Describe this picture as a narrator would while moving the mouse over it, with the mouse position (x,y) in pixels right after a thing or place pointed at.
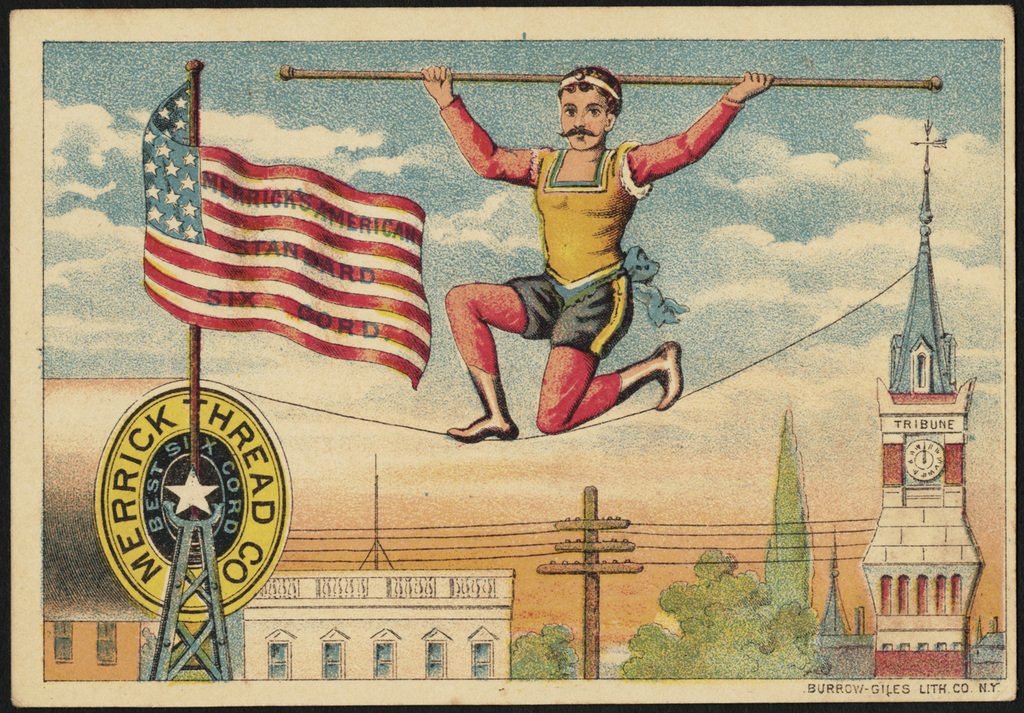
In this image there is a painting (469,216), in the painting (469,216) there is a person (543,173) holding a stick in his hand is kneeling on a rope (401,423), in the background of the image (332,551) there are trees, buildings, electric poles (586,563) with cables (395,548) on it, a flag (244,294) and some object (166,533) on the metal rods (178,628), at the top of the image (221,121) there are clouds (86,177) in the sky (363,507).
